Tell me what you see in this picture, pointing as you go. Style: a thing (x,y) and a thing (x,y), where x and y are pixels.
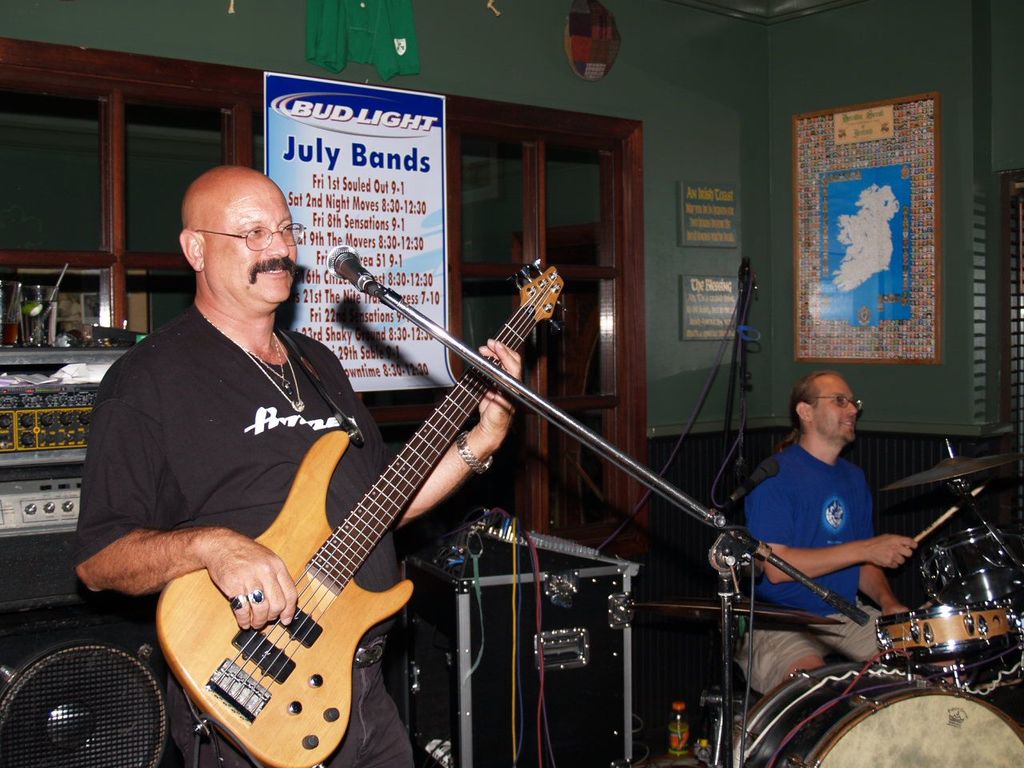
There is a man (216,492) standing in this picture holding a guitar (327,547) in his hands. There is a mic (361,273) and a stand (406,310) in front of him. In the background (787,543) there is another man (813,573) sitting and playing drums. There is a photo frame (859,222) attached to the wall (745,89) here.
